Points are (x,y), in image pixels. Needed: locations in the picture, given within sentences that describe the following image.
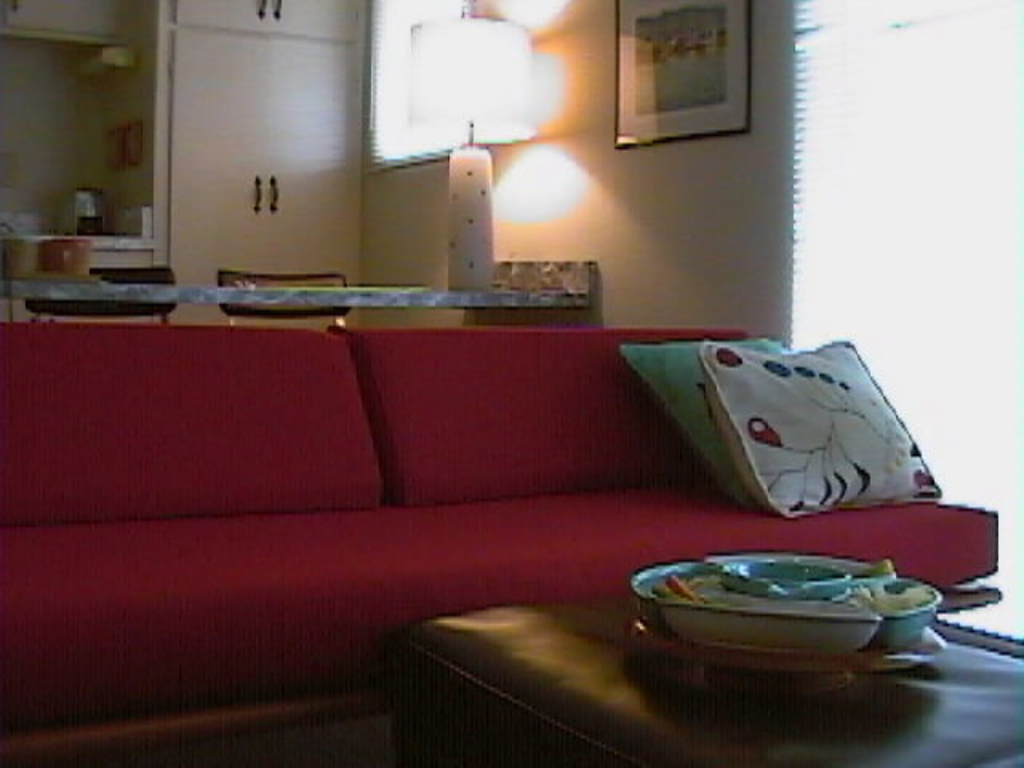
there is a living room (489,296) sofa (565,438) table (976,747) different different items (665,355) are present.
